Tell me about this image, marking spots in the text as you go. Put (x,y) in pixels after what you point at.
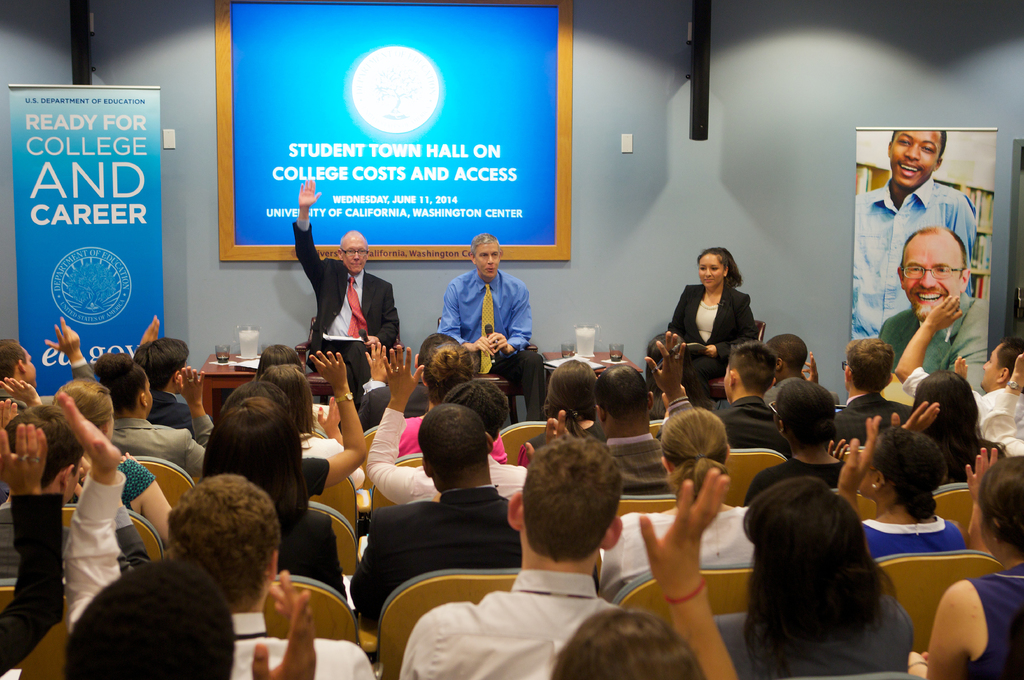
In this image we can see a group of people (913,534) sitting on chairs (165,476). In the center of the image (356,289) we can see two men (470,295) holding microphones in their hands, jugs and glasses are placed on tables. On the left (99,265) and right side of the image (944,237) we can see banners (918,215) with pictures (921,315) and text (120,193). In the background (546,79), we can see a screen (512,221) and some speakers (84,62) on the wall (597,237).
